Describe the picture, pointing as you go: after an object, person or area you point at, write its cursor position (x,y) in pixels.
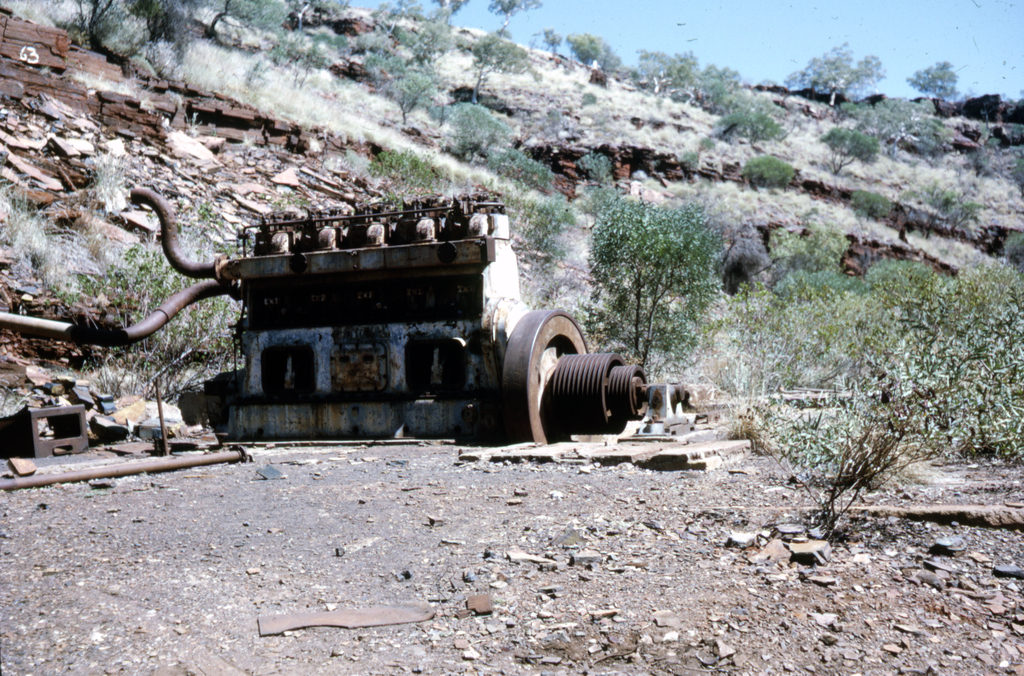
In this picture we can see a machine (494,341). There are few objects (150,426) on the path (146,513). We can see some trees (901,286) in the background (658,216). Sky (973,51) is blue in color.
